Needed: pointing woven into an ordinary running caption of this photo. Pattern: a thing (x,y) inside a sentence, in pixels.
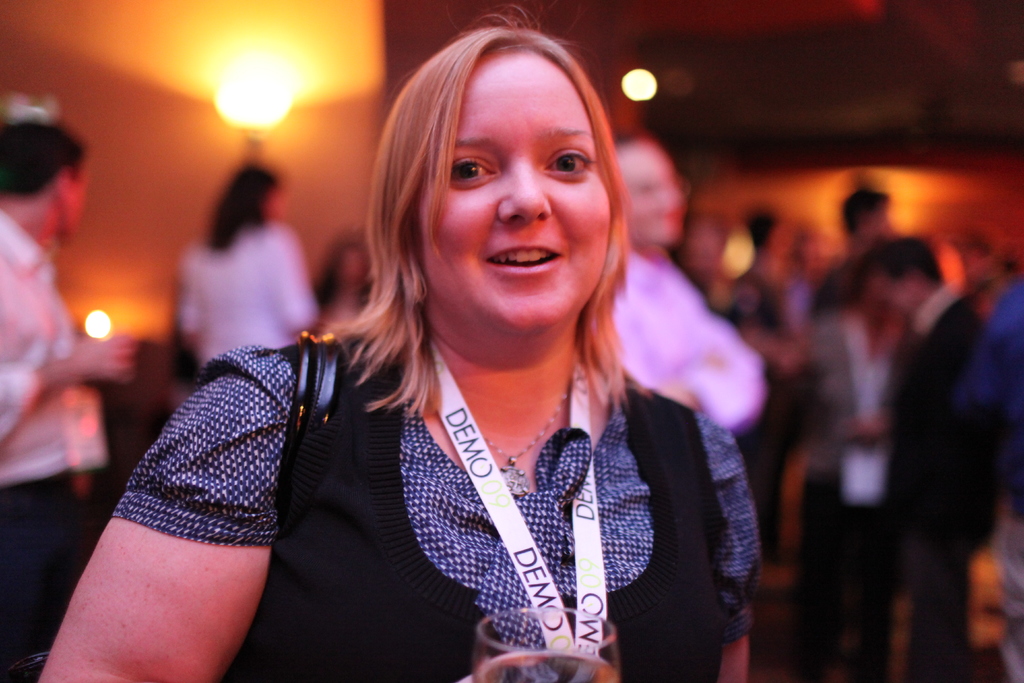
In the center of the image (363,394) we can see a lady (293,610) is standing and wearing an Id card (581,586), bag (297,361) and holding a glass (562,660). In the background of the image (1006,230) we can see the wall (975,194), lights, some people (984,409) are standing. At the top of the image (938,57) we can see the roof (990,30). At the bottom of the image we can see the floor (972,682).
